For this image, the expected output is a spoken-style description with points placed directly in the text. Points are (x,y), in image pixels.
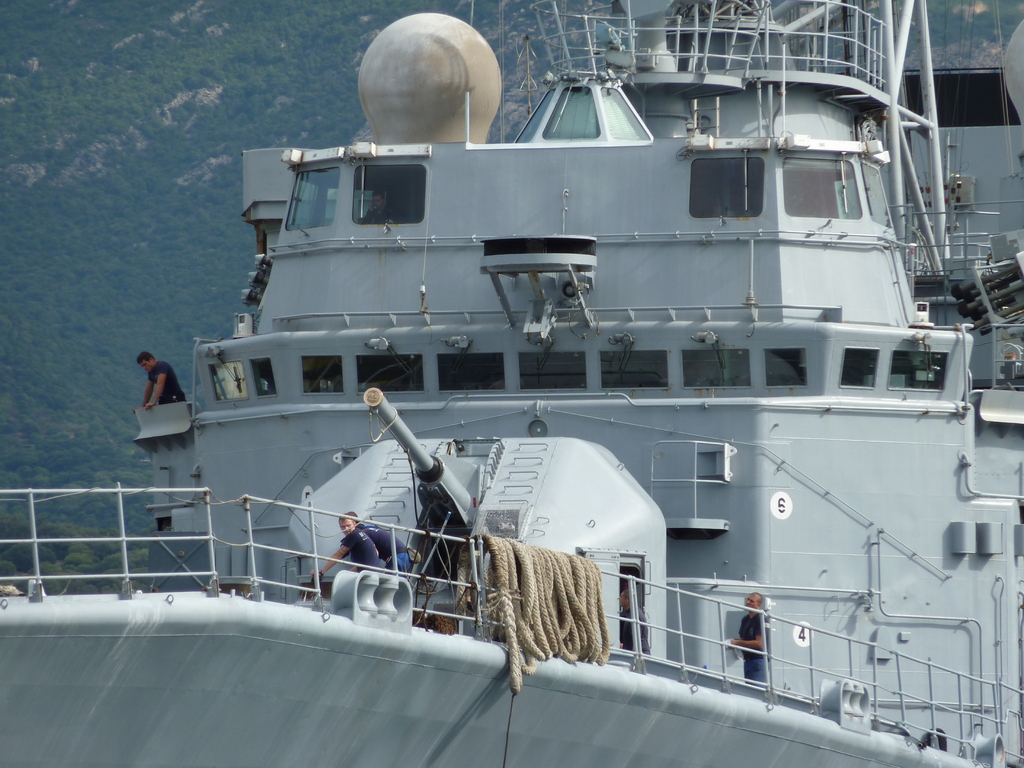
In this image I can see a ship (521,437) in the front (786,636) and on it I can see few people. I can also see brown colour ropes (522,619) and railings (837,636) in the front (812,658). On the top right side of this image (946,169) I can see few wires (999,25) and on the left side of this image (190,256) I can see trees (102,294).
